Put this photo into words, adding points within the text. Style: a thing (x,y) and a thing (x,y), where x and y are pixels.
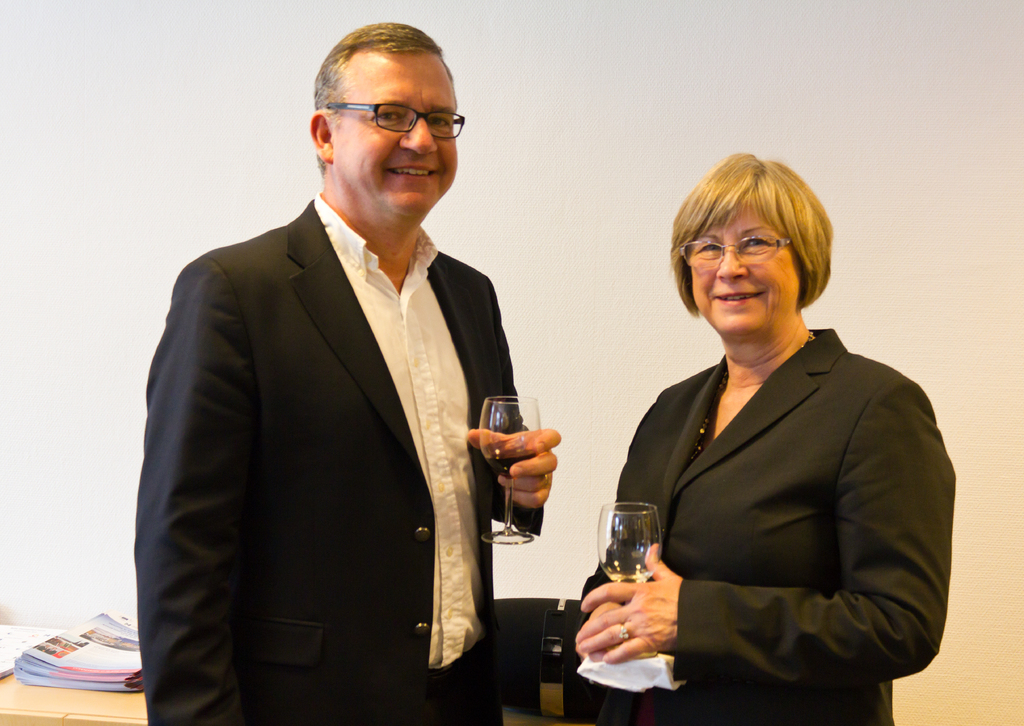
In this image we can see two persons (489,478) standing and holding a glass (600,542), behind them there is a table (79,702). On the table (95,711) there are some books (42,653). In the background (100,612) there is a wall (643,215).
